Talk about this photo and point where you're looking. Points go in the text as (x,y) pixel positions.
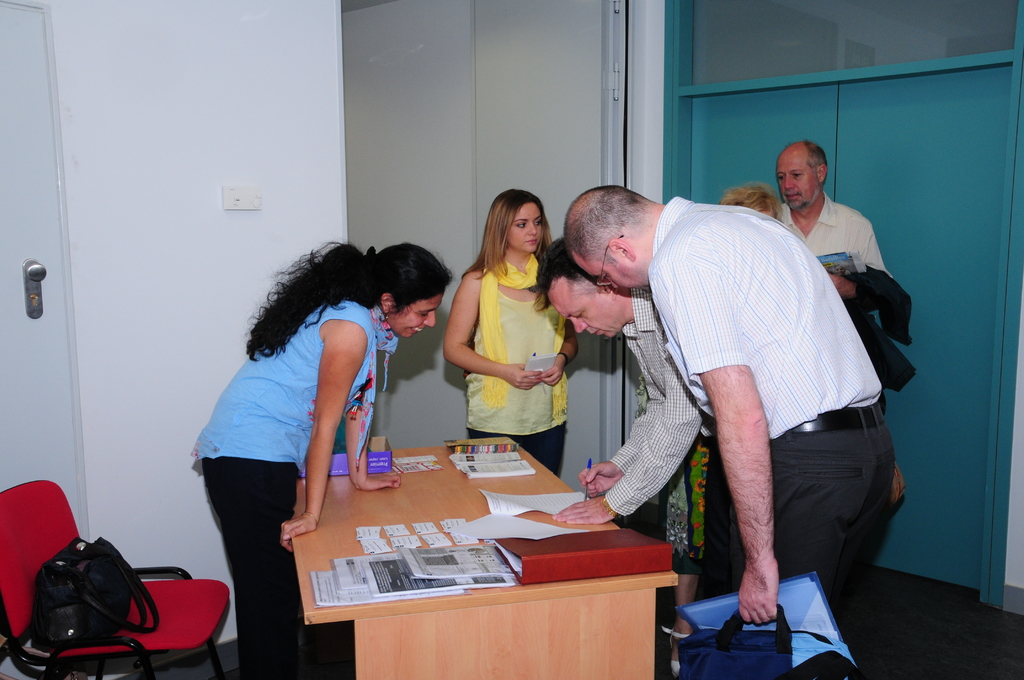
In this picture we can see a group of people (317,406) standing around the table (403,523) on which there are some papers (371,537), files (544,547) and there is a chair (62,541) and a hand bag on it.
